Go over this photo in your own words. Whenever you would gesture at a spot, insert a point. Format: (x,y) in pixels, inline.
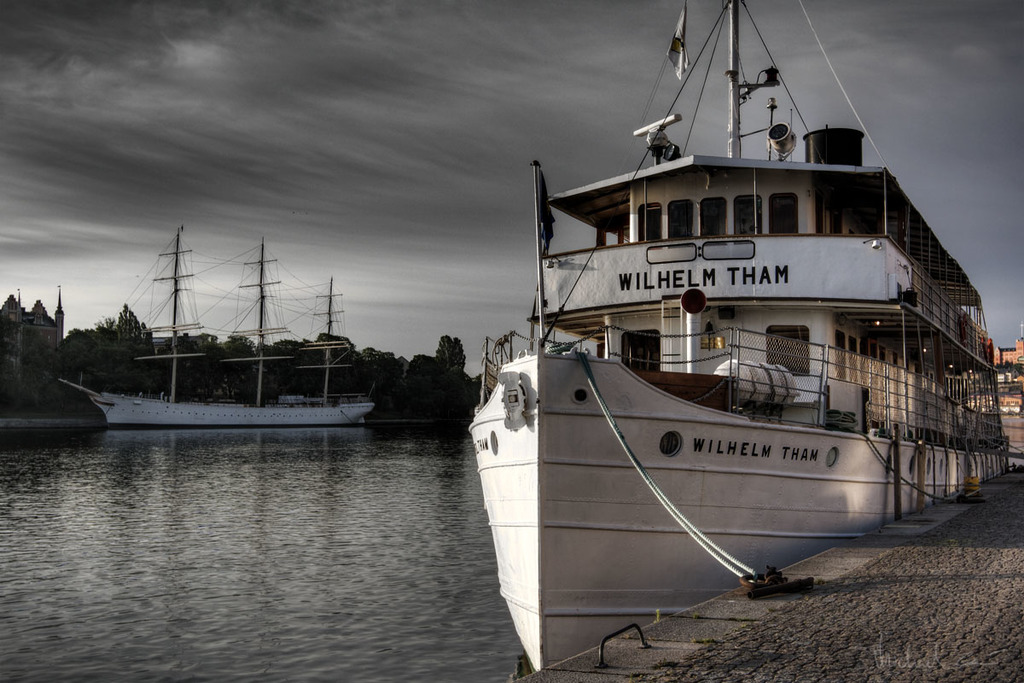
In this image we can see ships (553,491) on the water (304,476), trees (140,368), buildings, deck (886,535) and sky (324,103) with clouds (904,149).
